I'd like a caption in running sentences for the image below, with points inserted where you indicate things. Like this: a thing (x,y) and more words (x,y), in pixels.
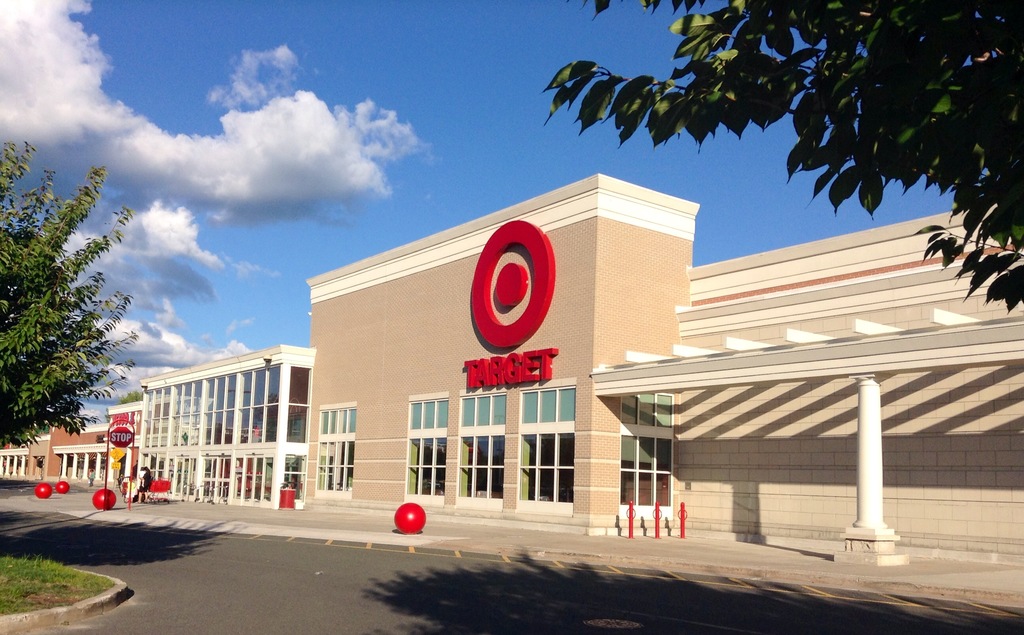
In this picture we can see few persons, balls (96,501), a sign board (114,463) in front of the building (421,367), and also we can find few trees (25,310) and clouds (131,203).
